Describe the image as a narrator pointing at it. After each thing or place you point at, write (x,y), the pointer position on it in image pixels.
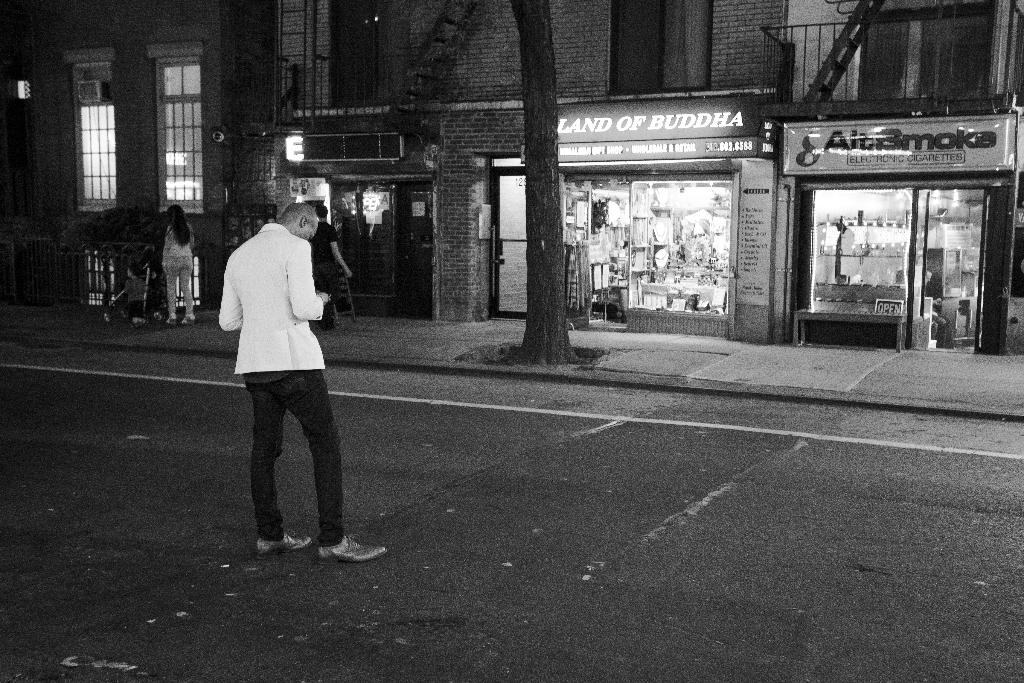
This is a black and white image. We can see a man (279,415) standing on the road (297,575). In front of the man (266,309), there are buildings (271,96) with windows (886,84), glass doors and name boards (759,209) and there are people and a tree trunk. Inside the buildings (277,79), there are some objects (851,223). On the left side of the image (6,265), there is an iron grille (68,253).
